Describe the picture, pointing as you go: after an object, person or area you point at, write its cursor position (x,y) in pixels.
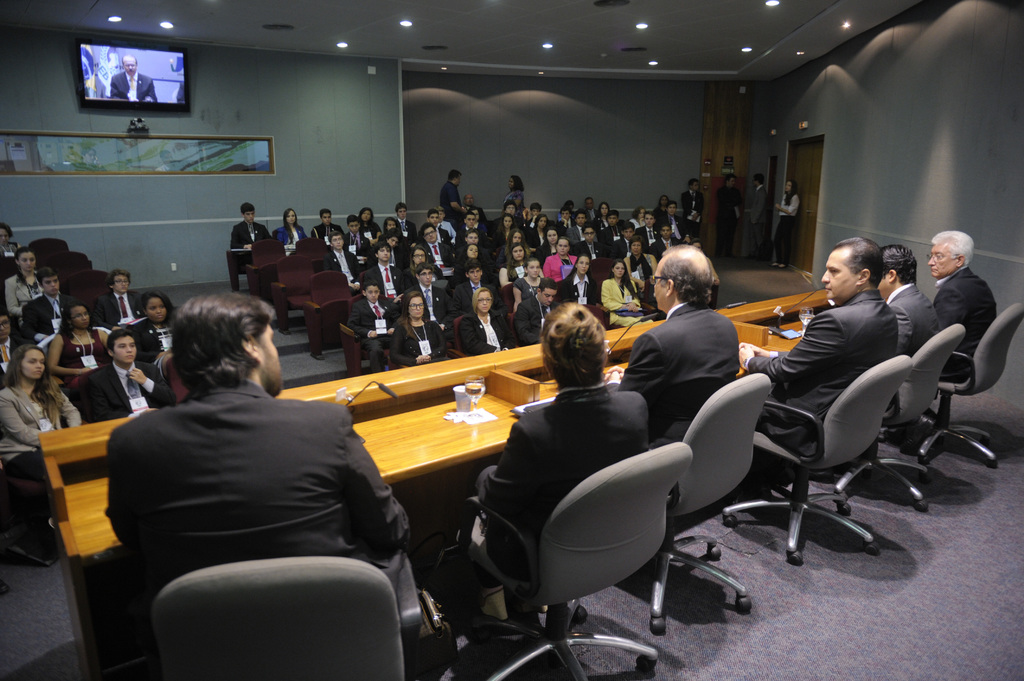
In this image I can see few people (583,390) are sitting on the chairs (742,399) and these people (657,416) are wearing the blazers (519,433). They are sitting in front of the table (415,425). On the table (455,430) there is a glass (471,385), papers (486,413) and the mic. In front of them there are group of people (371,275) sitting and few (781,245) are standing. In the back (62,144) there is a screen (131,97) and frame (207,157) to the wall (353,192). In the top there are lights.
